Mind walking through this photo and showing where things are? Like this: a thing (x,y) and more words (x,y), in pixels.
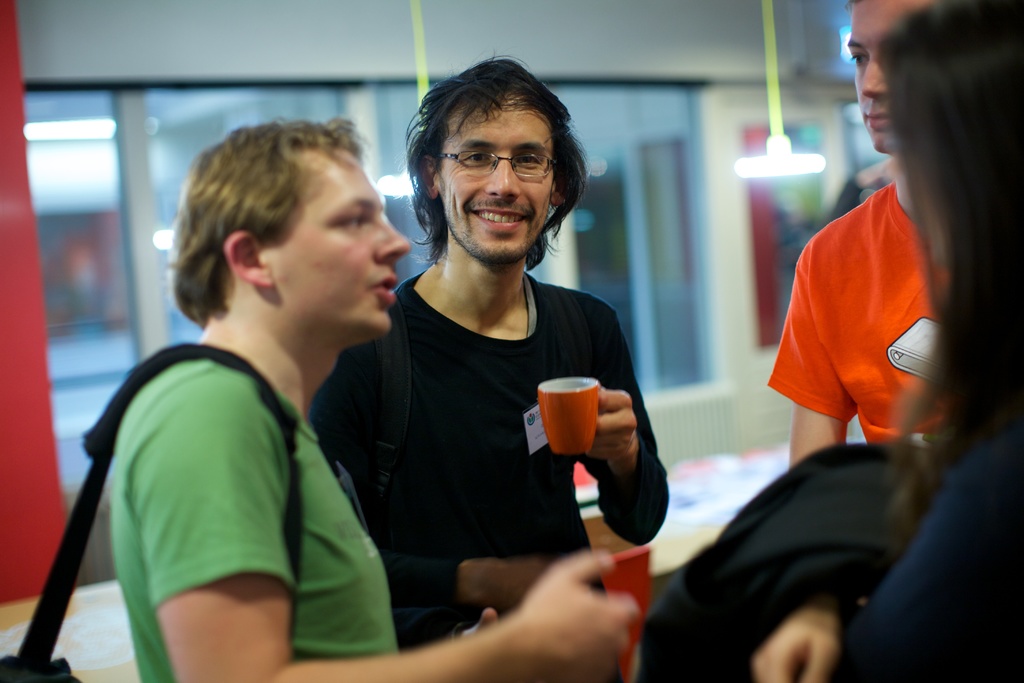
In the picture I can see a person (188,473) wearing green color T-shirt (357,581) is carrying a backpack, here I can see a person (542,443) wearing black color T-shirt (504,451) and spectacles (542,157) is holding an orange color cup (574,414) in his hands (516,581) and smiling. On the right side of the image (913,408) I can two persons (914,444) are standing. The background of the image (682,538) is slightly blurred, where I can see a table (717,464), ceiling lights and glass windows (671,170).
